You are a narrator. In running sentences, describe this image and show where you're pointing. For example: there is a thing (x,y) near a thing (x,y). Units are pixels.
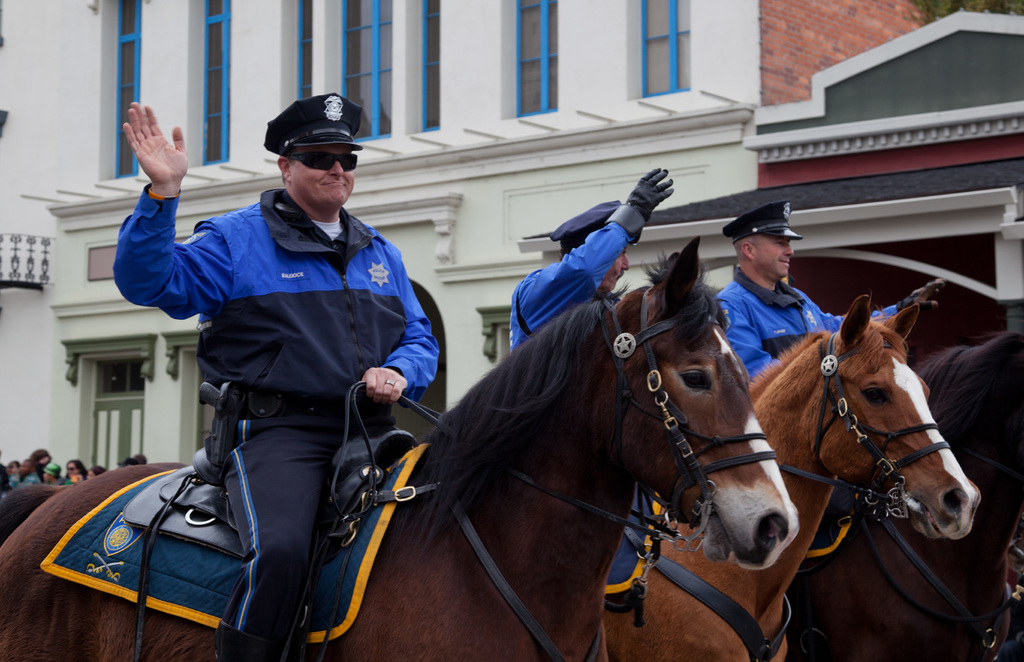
In this image I can see a man (330,311) wearing black hat (317,116), black goggles (309,152), blue and black jacket (293,272) and black pant (280,480) is sitting on a horse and holding a rope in his hand (379,382). I can see a horse (478,580) which is brown, black and cream in color. In the background (11,468) I can see few persons (61,475) standing, two men (511,320) sitting on horses (864,318), a building (558,121) which is white, blue and brown in color and a tree (1007,11).
